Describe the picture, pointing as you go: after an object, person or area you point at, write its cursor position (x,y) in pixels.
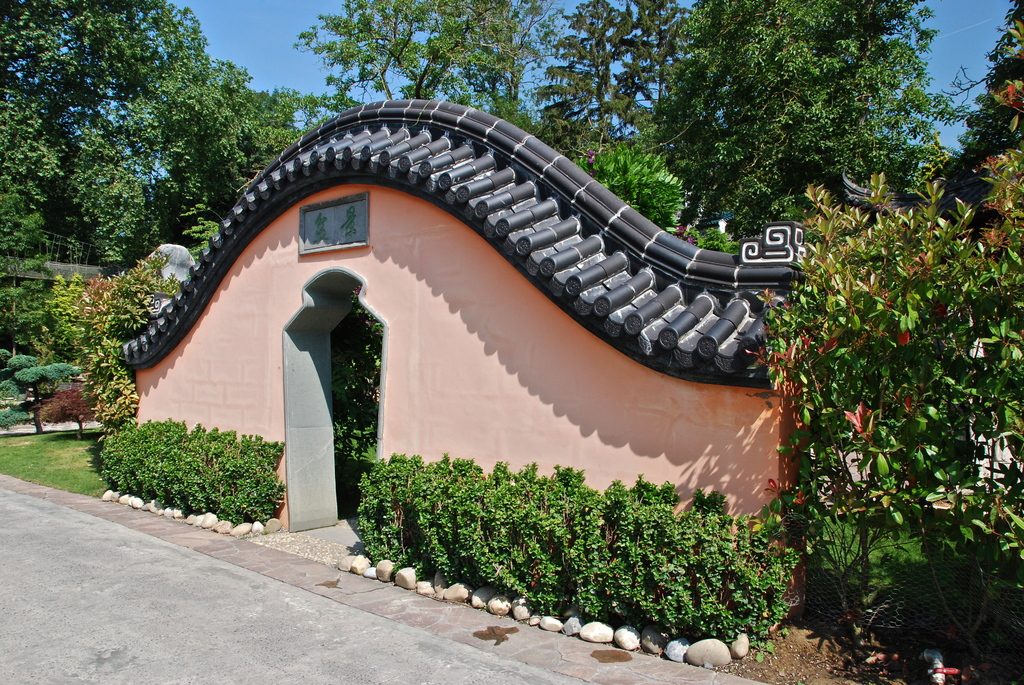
In this image there is a pavement (264,612) and there are plants (337,463) and an architecture (630,370), in the background (653,97) there are trees (591,97) and the sky (211,48).
